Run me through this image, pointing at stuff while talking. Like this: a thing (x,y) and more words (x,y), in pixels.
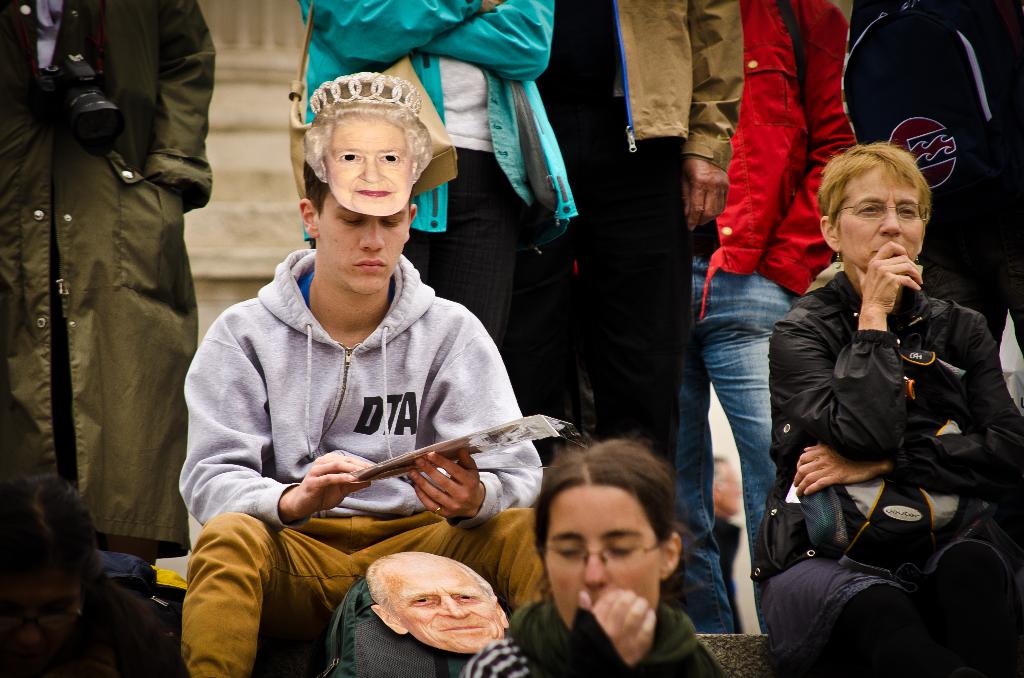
In the foreground of this image (601,464), on the bottom (28,642), there are two women (86,669). In the middle (418,403), there is a woman (887,390) holding bag (886,487) and a man (405,409) sitting and wearing a woman's face mask (384,184) on his head (370,203) and also holding a booklet like an object (502,434) and there is a bag (407,641) in front of him on which a mens face mask (443,610) is present on it. In the background (589,133), there are persons (461,56) standing and the wall (266,100) of a building (266,112).
